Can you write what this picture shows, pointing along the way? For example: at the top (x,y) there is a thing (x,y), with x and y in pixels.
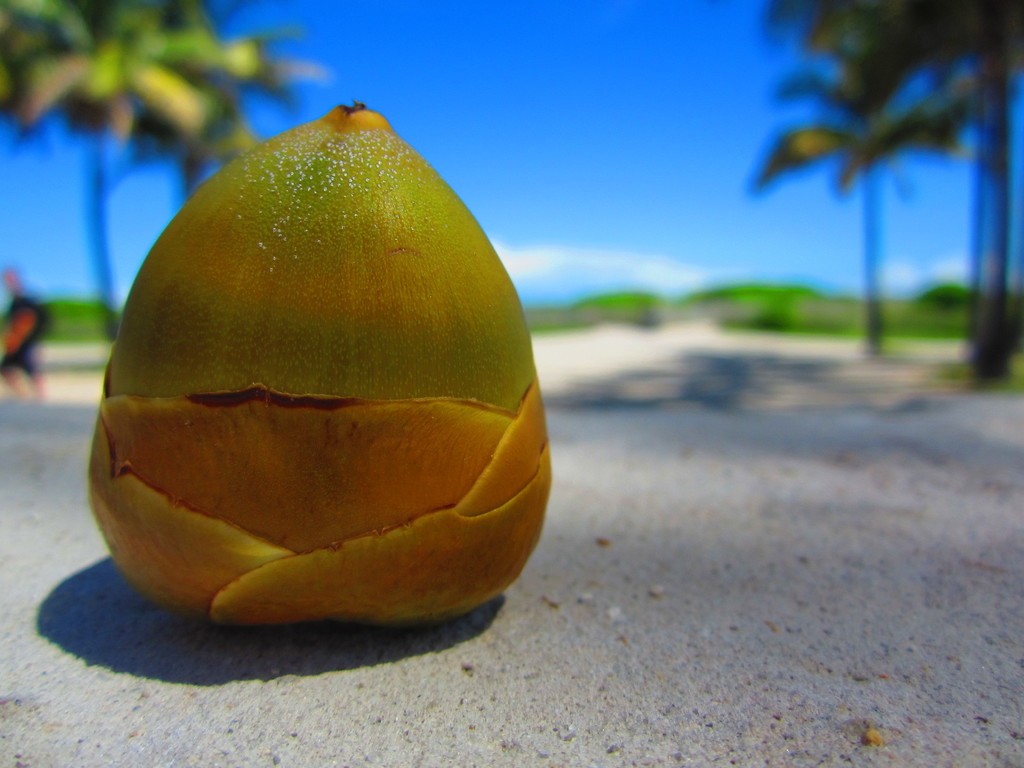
In this image I can see a little coconut (383,385), there are trees (225,103) on either side of this image. At the top (522,105) it is the sky (507,159).
